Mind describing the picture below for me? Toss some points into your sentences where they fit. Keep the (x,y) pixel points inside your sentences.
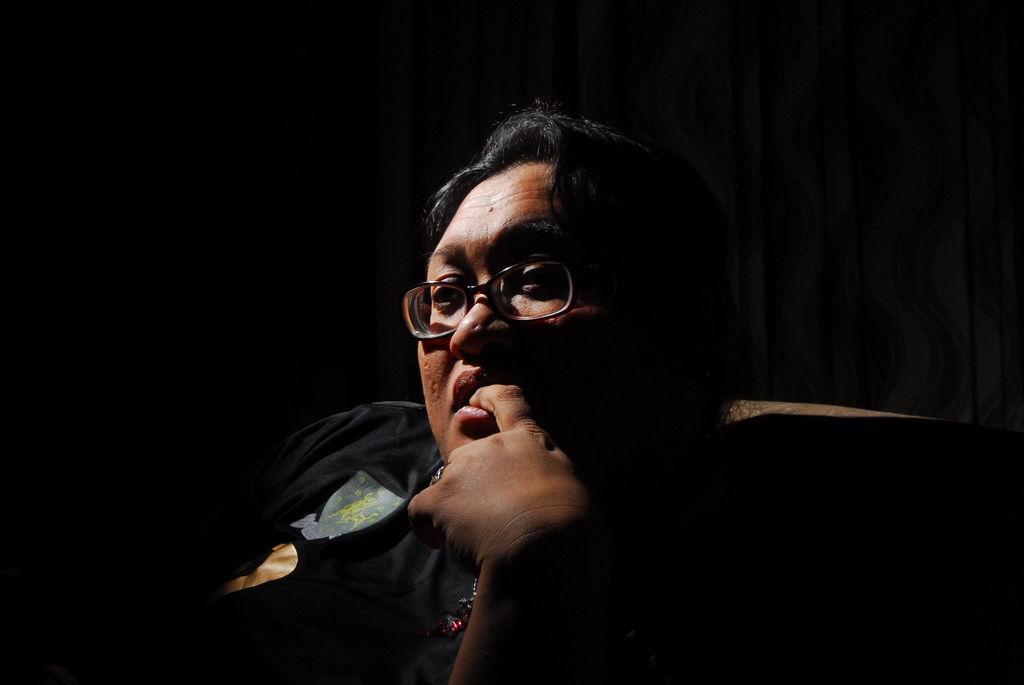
In this image there is a person (573,404) with spectacles (546,263) is sitting on the chair (1020,549), and there is dark background (994,269).
